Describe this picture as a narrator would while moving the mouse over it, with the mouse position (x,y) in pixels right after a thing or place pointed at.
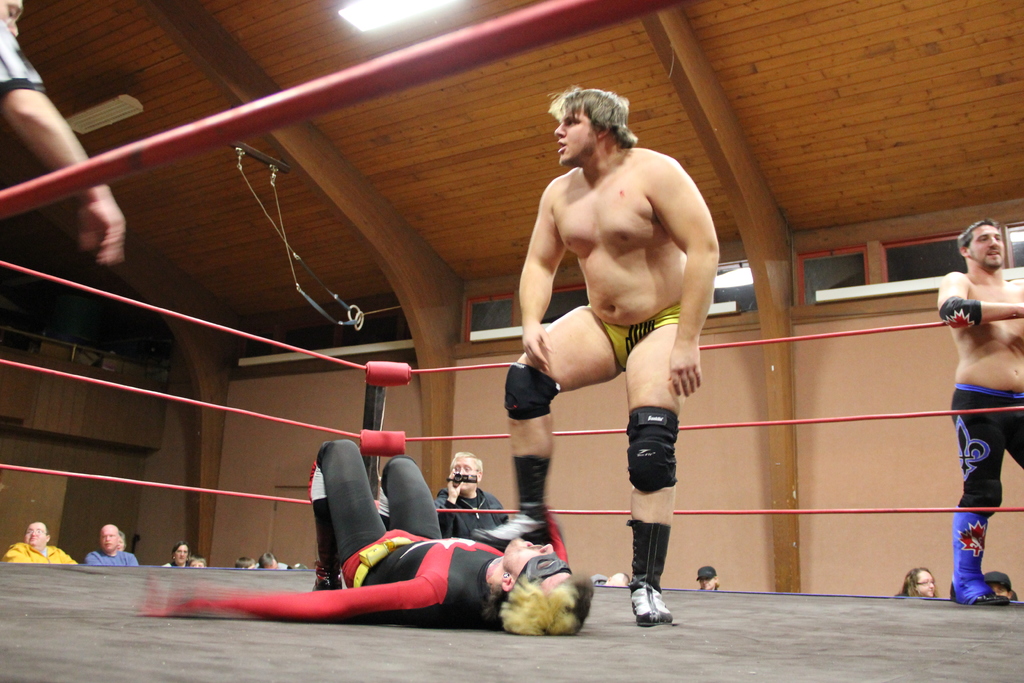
In the picture I can see people (487,550) among them some are on the stage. In the background (210,407) I can see red color rope (580,511), lights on the ceiling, walls (578,475) and some other objects (452,478).
